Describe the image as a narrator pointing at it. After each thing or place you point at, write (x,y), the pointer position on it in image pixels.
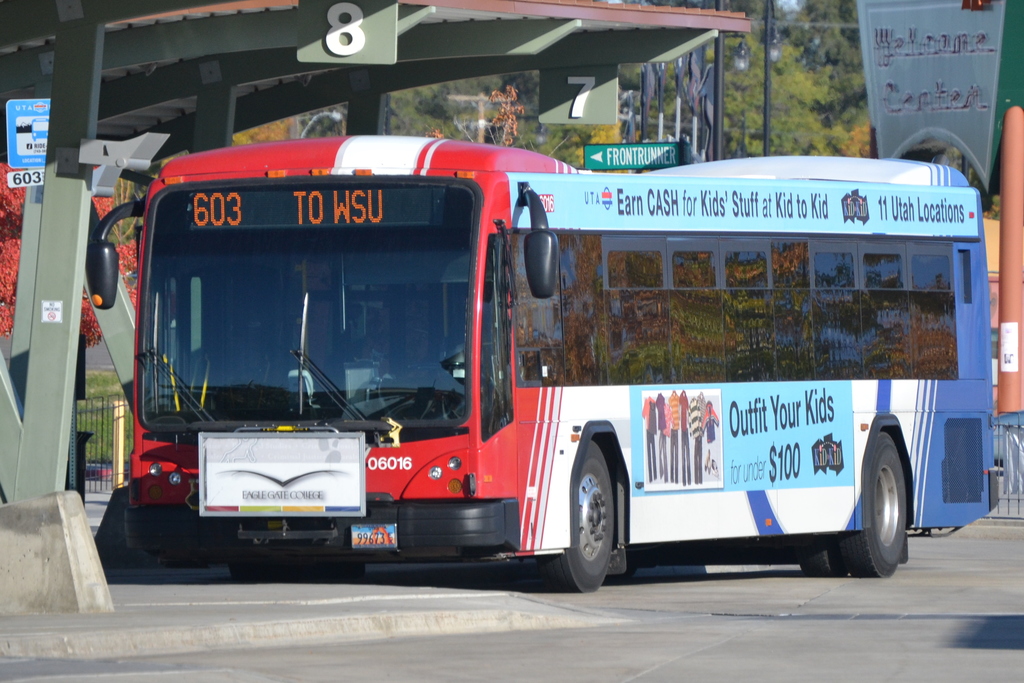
In this picture we can see a bus (487,387), beside to the bus (508,314) we can find few sign boards (27,145) and a shelter (244,89), in the background (797,103) we can find few metal rods (764,82) and trees (782,87).
